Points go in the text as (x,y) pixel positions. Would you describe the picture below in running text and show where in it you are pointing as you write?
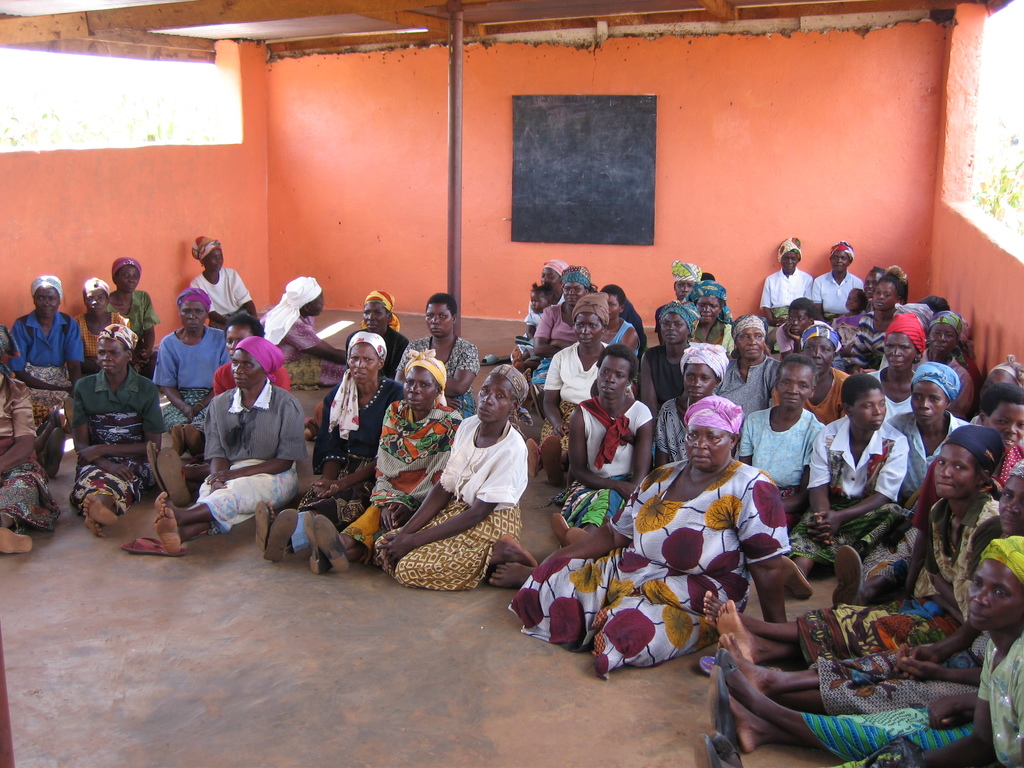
In this image we can see some people (630,577) sitting on the floor (338,606) in a room (423,124) and we can see a board (654,175) attached to the wall (479,231) in the background (619,102).
